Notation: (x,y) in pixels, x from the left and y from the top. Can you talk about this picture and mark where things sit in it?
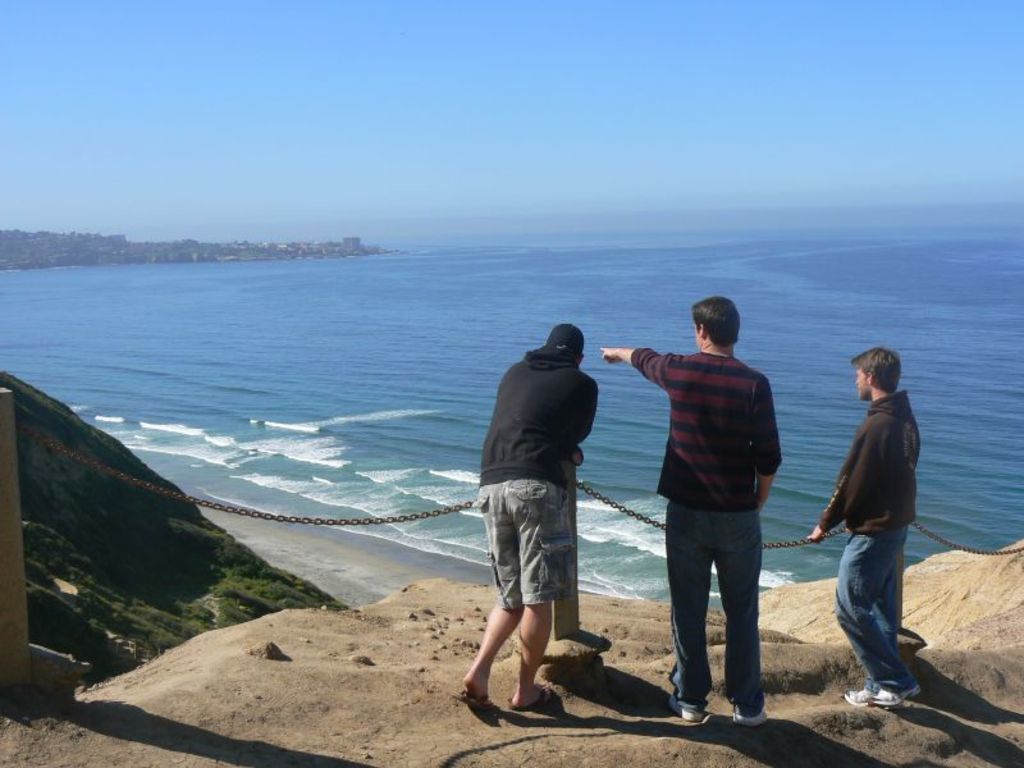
In this picture I see 3 men (725,433) in front (709,403) who are standing and I see the chain (642,521) on the poles (4,396) in front of them and in the background (276,359) I see the water (305,322) and the sky (468,133).
